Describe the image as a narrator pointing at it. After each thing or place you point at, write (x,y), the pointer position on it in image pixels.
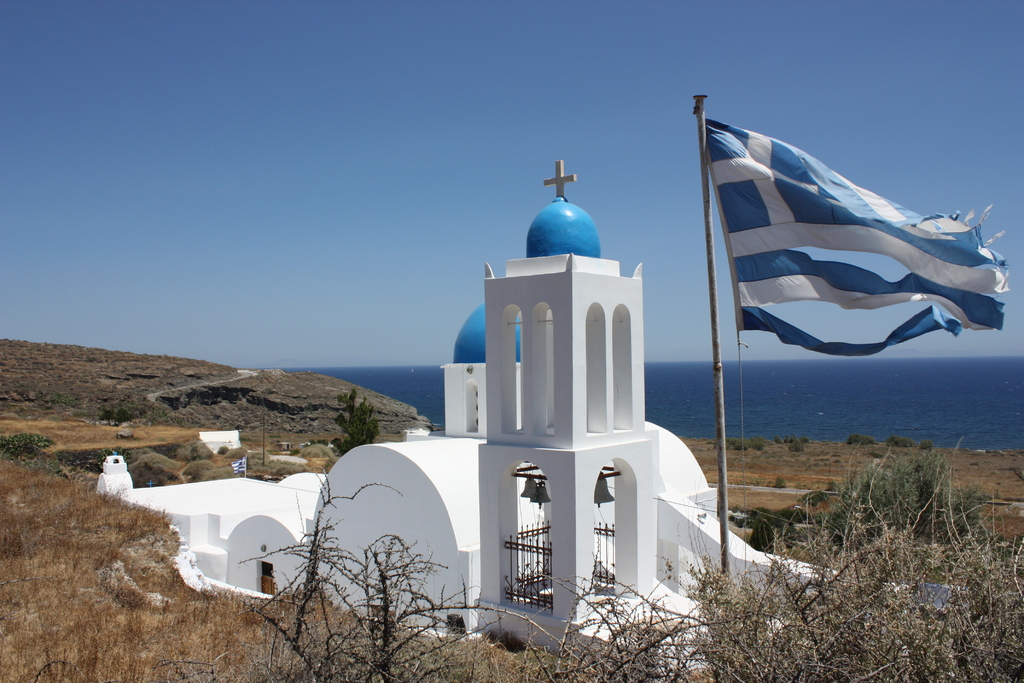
This picture shows a chapel (516,586) and we see trees (825,536) and a flag pole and we see water (898,407) and a blue clear sky (683,157) and we see grass (56,555) on the ground (5,593).
